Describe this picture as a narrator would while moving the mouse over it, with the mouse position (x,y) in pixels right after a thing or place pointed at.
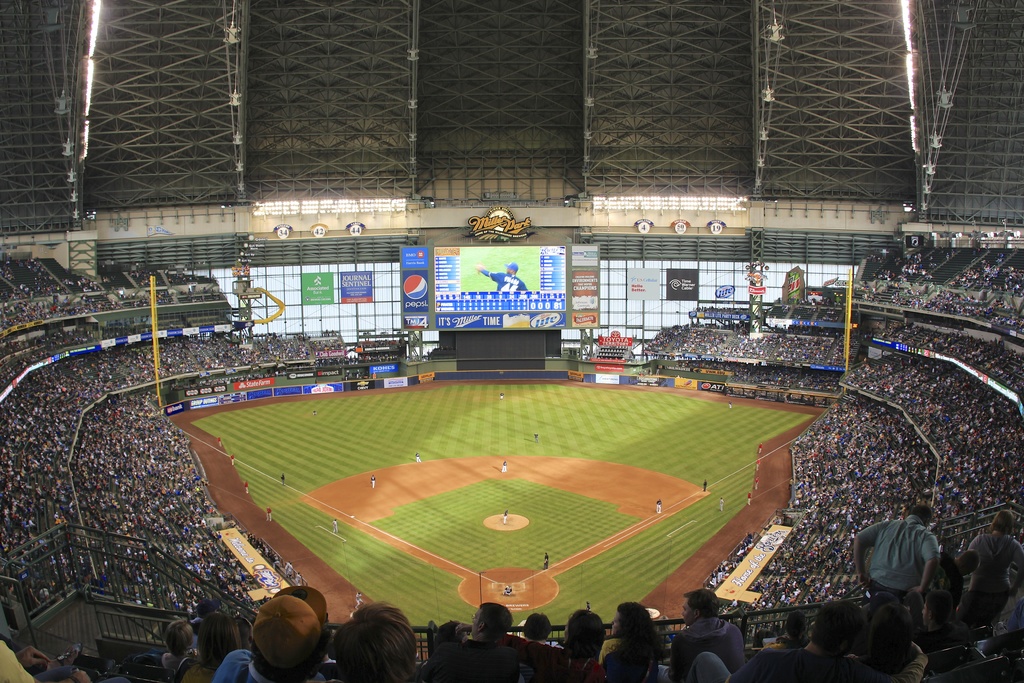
In this image I can see number of persons (372,608) are sitting in the stadium (165,331), the ground (683,507), few persons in the ground (576,467), a huge screen (485,278), the ceiling (486,102), number of metal rods (409,93) and few lights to the ceiling (78,99).
